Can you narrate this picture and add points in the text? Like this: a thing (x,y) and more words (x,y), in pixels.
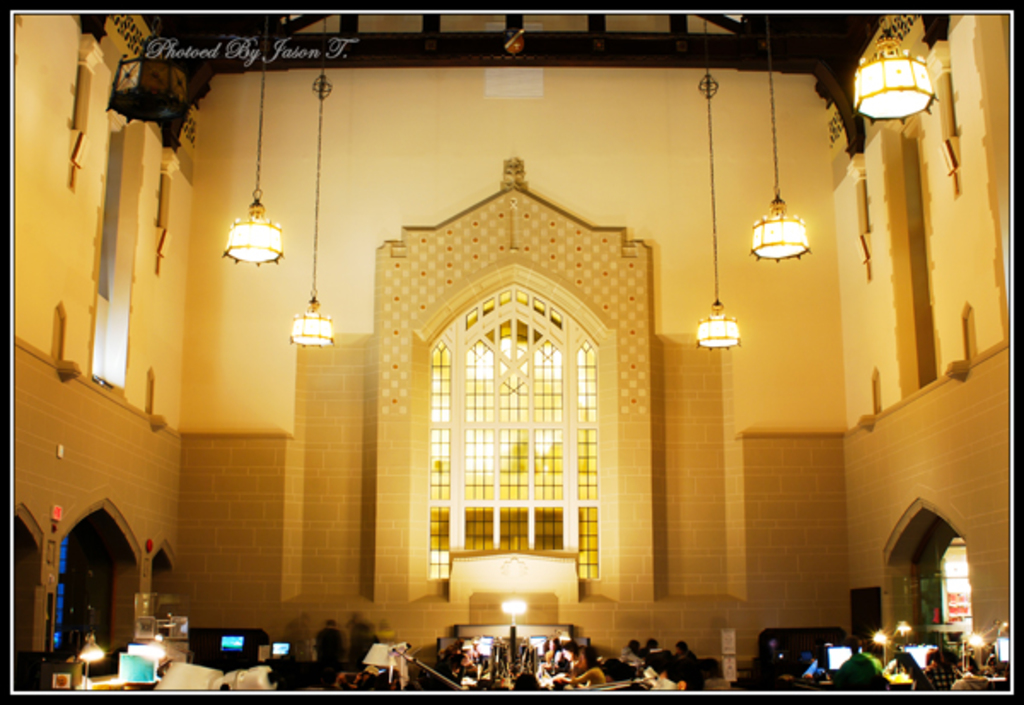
In this picture I can see people (698,659). I can see electronic devices (228,640). I can see the lights (89,656). I can see hanging lights (713,209).
